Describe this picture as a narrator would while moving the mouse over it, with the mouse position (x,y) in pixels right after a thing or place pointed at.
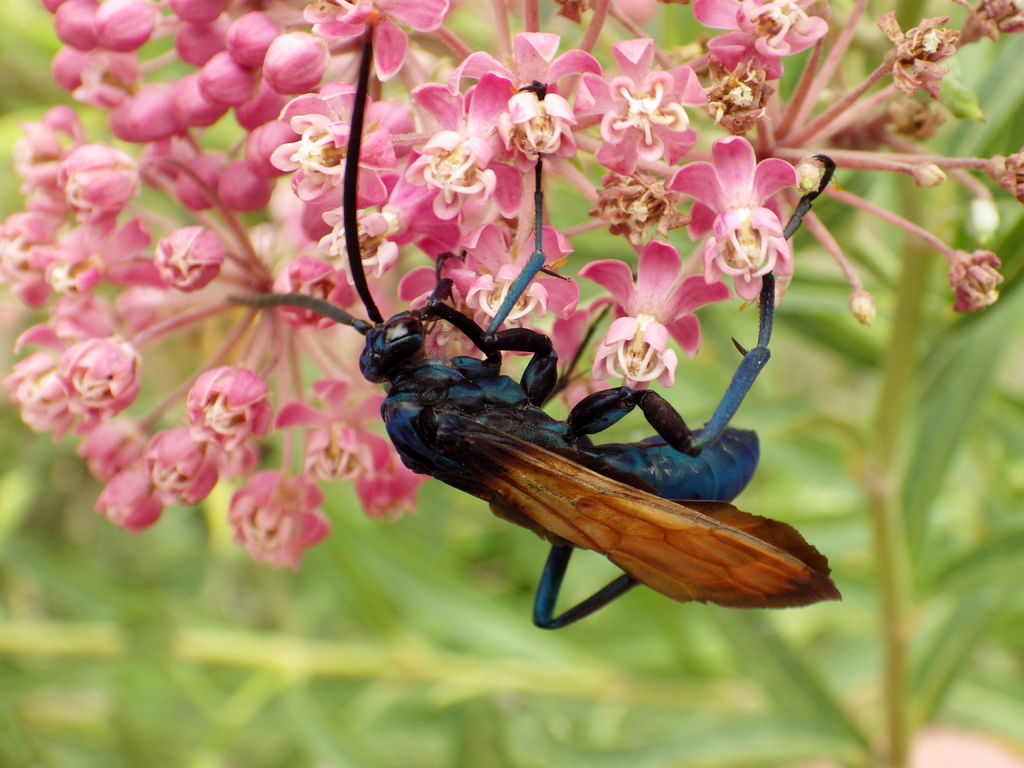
In this image, we can see a pink color flower (241,70), there is a black and brown color insect (629,556) sitting on the flower (550,246), there is greenery (909,608) in the background (252,701).
